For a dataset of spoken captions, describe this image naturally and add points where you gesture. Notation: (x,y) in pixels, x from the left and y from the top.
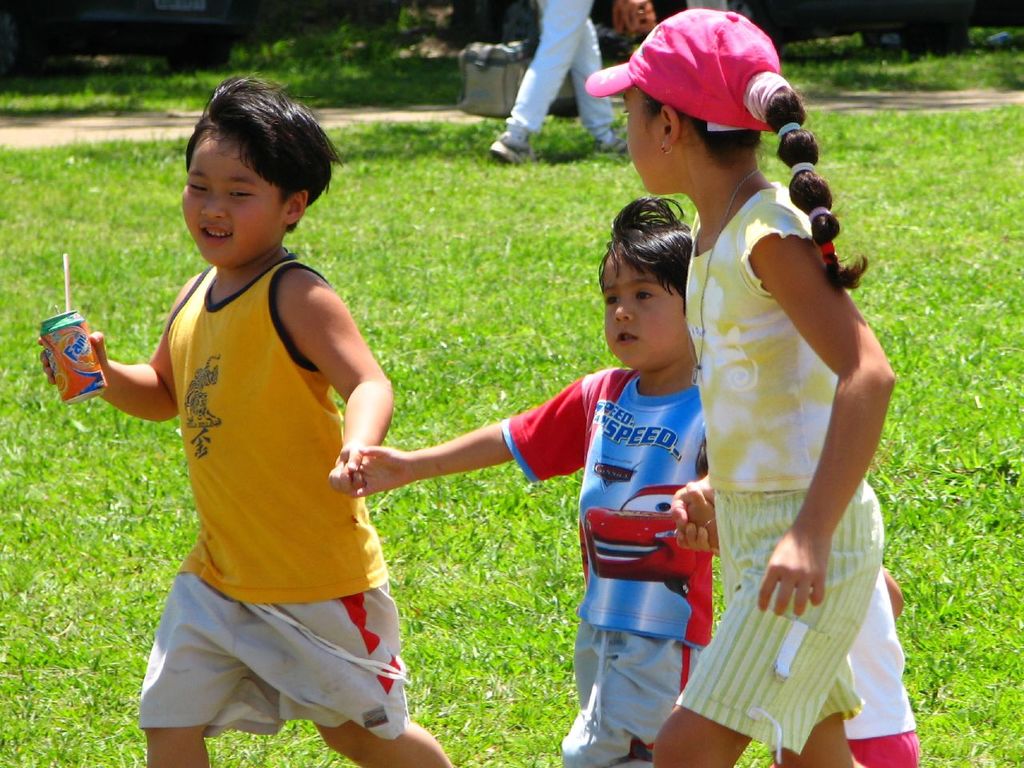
In this image in the foreground (302,279) there are three children's (197,418), one children (151,406) holding a fanta tin (82,373), at the top (526,99) I can see another person's legs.
